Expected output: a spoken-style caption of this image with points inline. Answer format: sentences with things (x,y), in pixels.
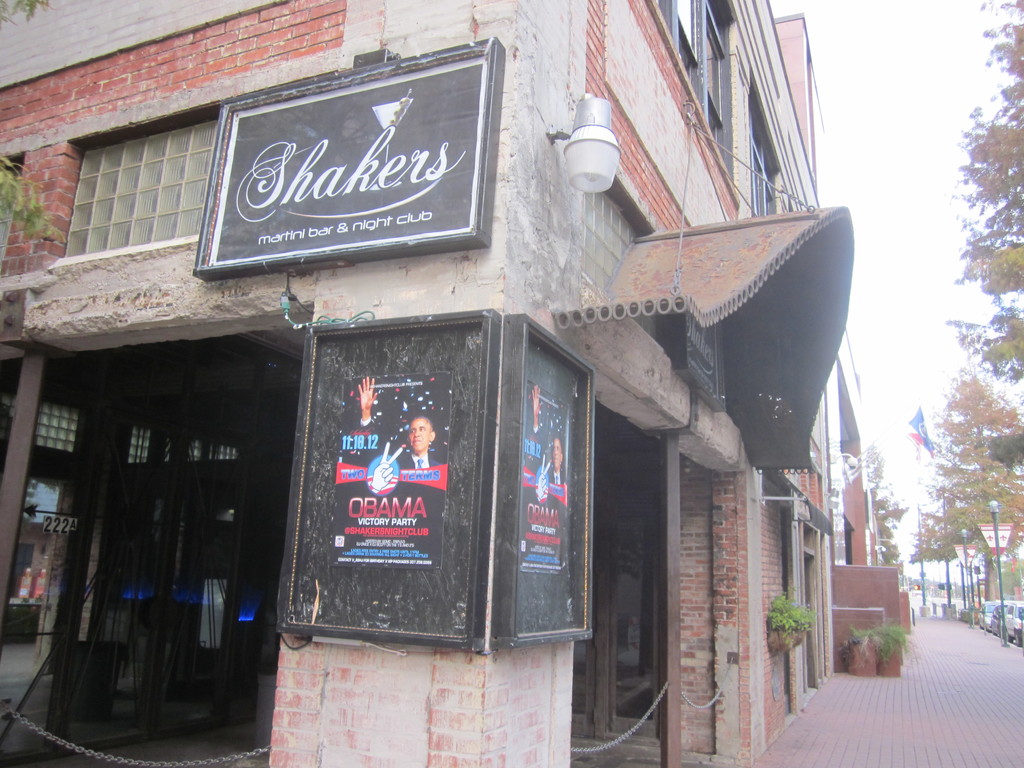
This image consists of a buildings (43,104) along with boards (464,547). At the bottom (904,705), there is a pavement (943,709). And we can see the potted plants (869,630). On the right (1009,638), there are cars (993,623) and trees (989,365). At the top (919,122), there is sky (845,14).
